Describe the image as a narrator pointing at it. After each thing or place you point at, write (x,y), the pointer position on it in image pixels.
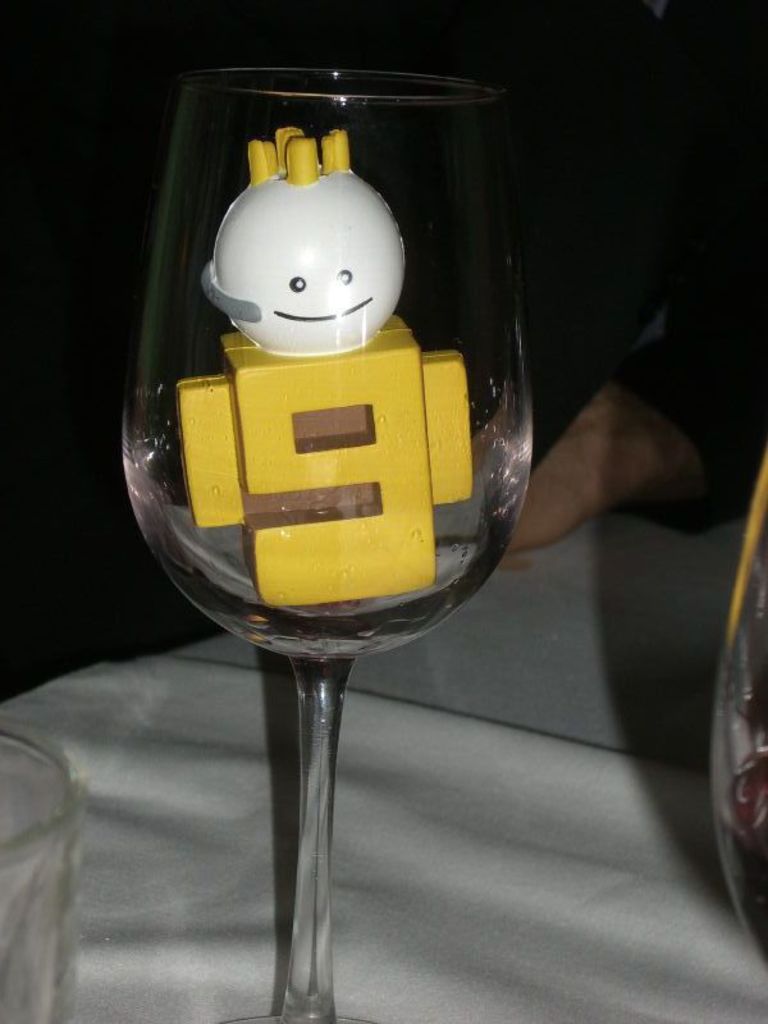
In this picture we can see one toy (283,438) is placed in the glass (285,1023).
